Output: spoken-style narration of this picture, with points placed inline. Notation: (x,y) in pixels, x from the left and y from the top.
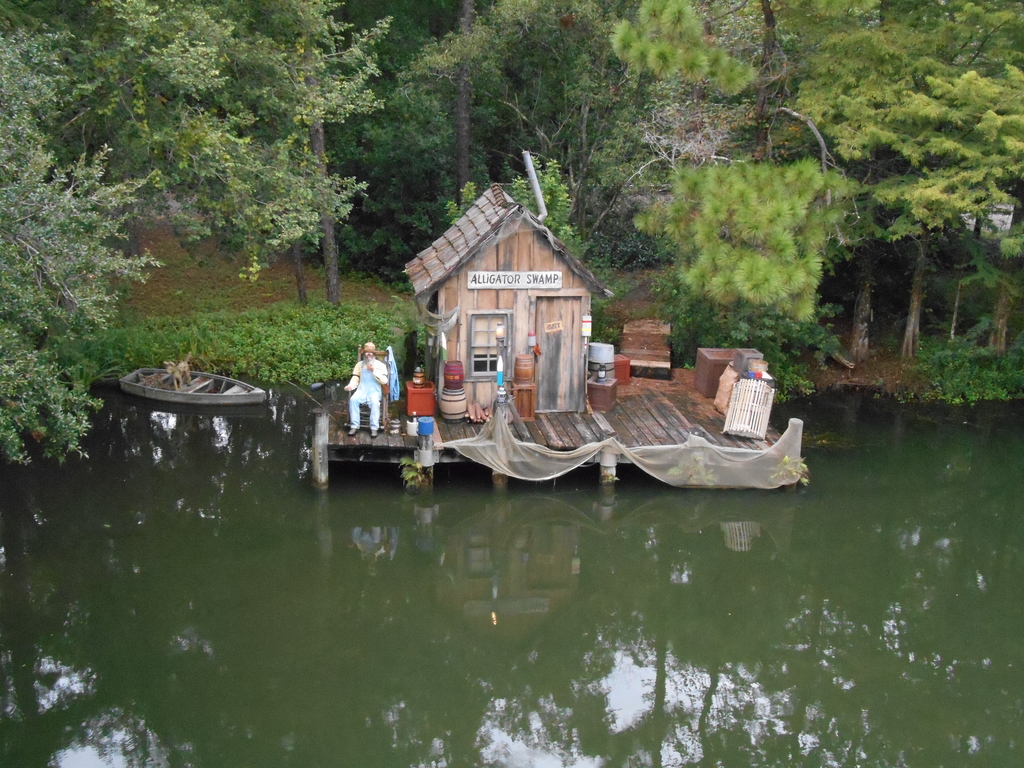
In the foreground of this image (574,697), there is water (363,690) on the bottom (430,716). In the background (460,329), there is a house (467,281), few objects (622,376) on the wooden surface (581,432) and a man (379,397) sitting on the chair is on the wooden surface (563,421) and we can also see a boat (210,376) on the water (240,407) and trees (364,146) on the top (697,185).
